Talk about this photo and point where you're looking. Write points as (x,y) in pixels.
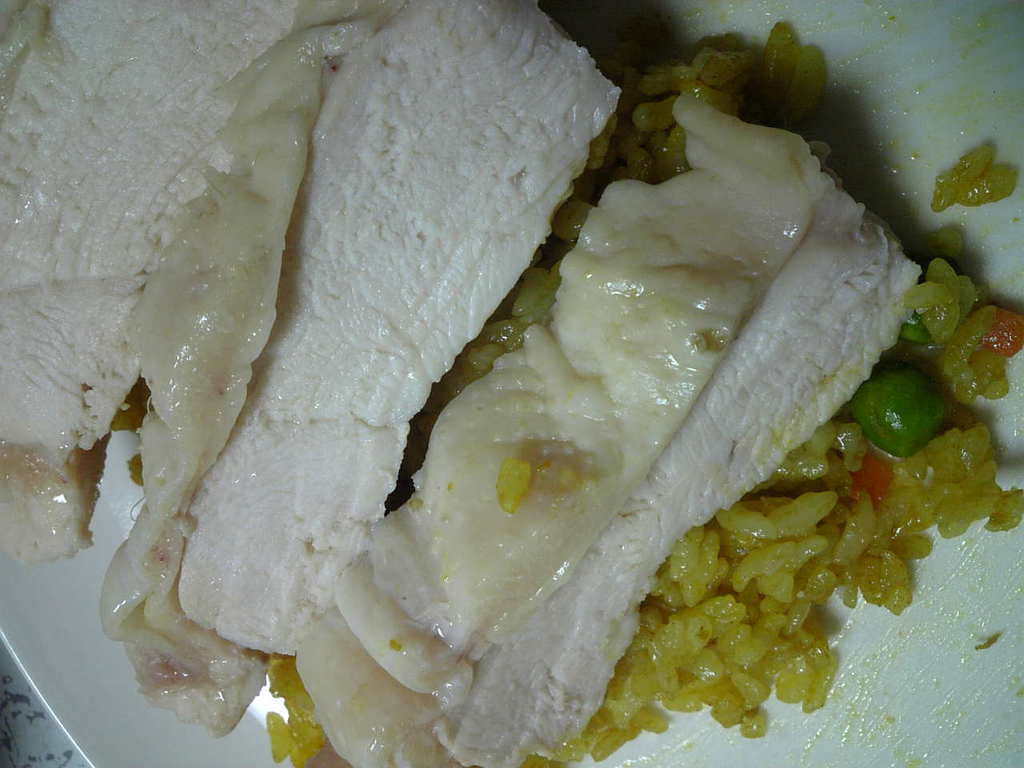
There is rice (678,663) and food items (15,102) on a white plate (879,651).
